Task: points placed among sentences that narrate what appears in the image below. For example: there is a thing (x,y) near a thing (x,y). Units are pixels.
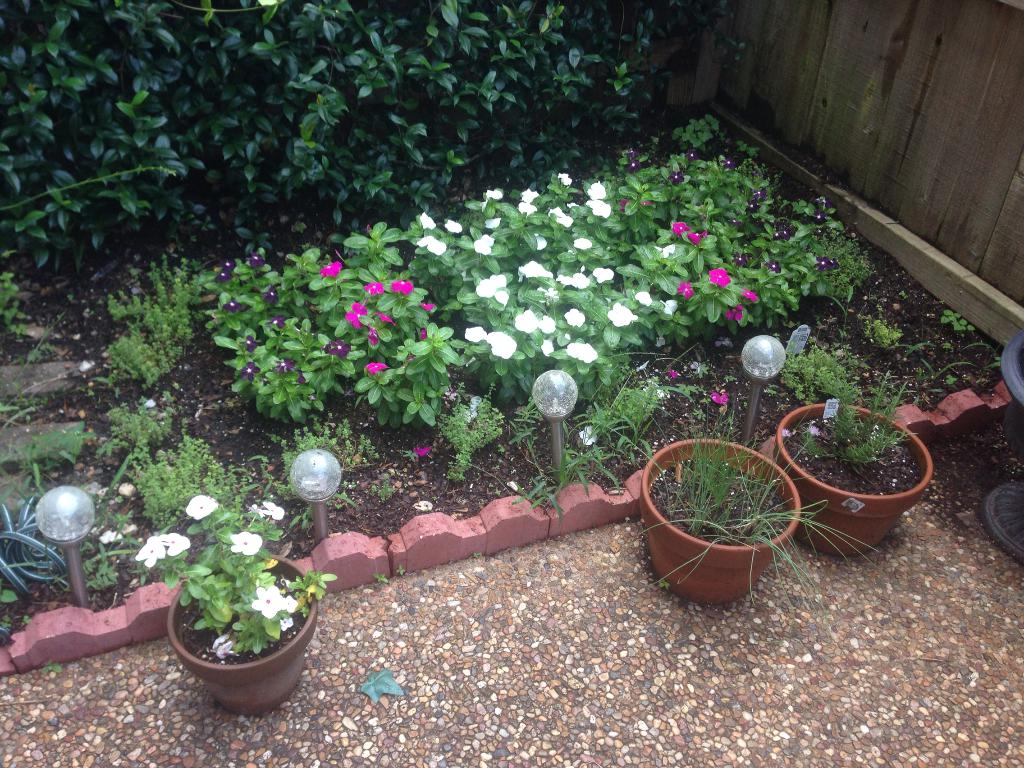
In the foreground of the image (834,550) we can see plants (845,461) planted in pots (885,513), light poles (69,520). In the background (817,242), we can see group of flowers (575,314) on plants (572,301) and some trees (586,71) and wooden fence (920,116).
